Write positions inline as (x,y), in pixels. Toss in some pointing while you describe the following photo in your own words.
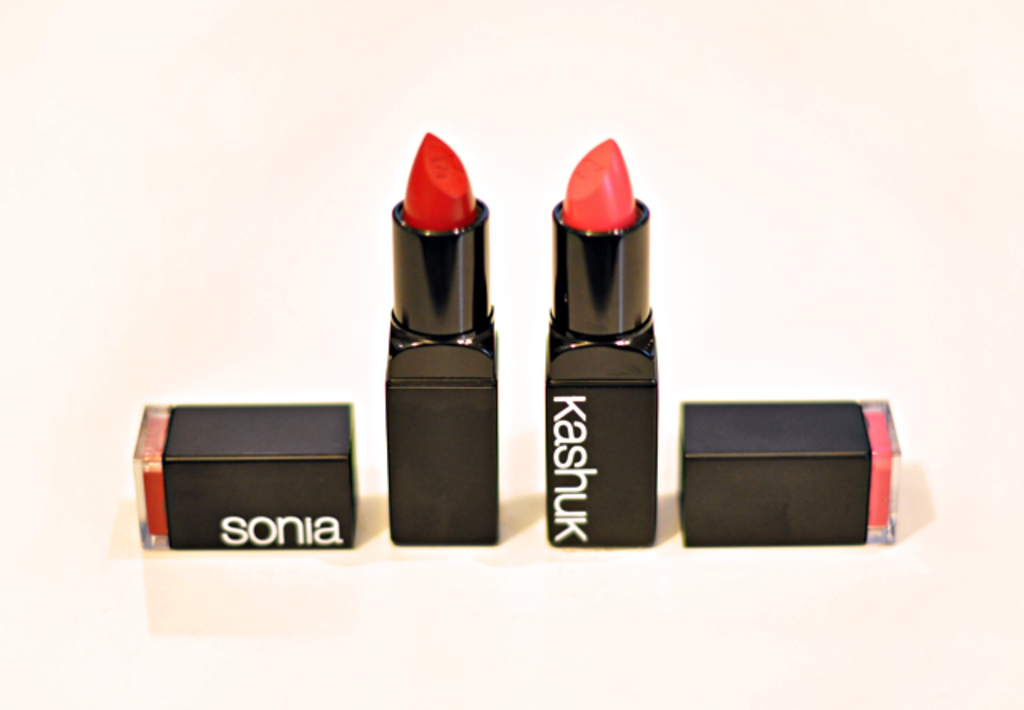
In this image there are lipsticks (617,450) placed on the surface (643,566), there is a text (251,536) written on it, the background of it is white.
